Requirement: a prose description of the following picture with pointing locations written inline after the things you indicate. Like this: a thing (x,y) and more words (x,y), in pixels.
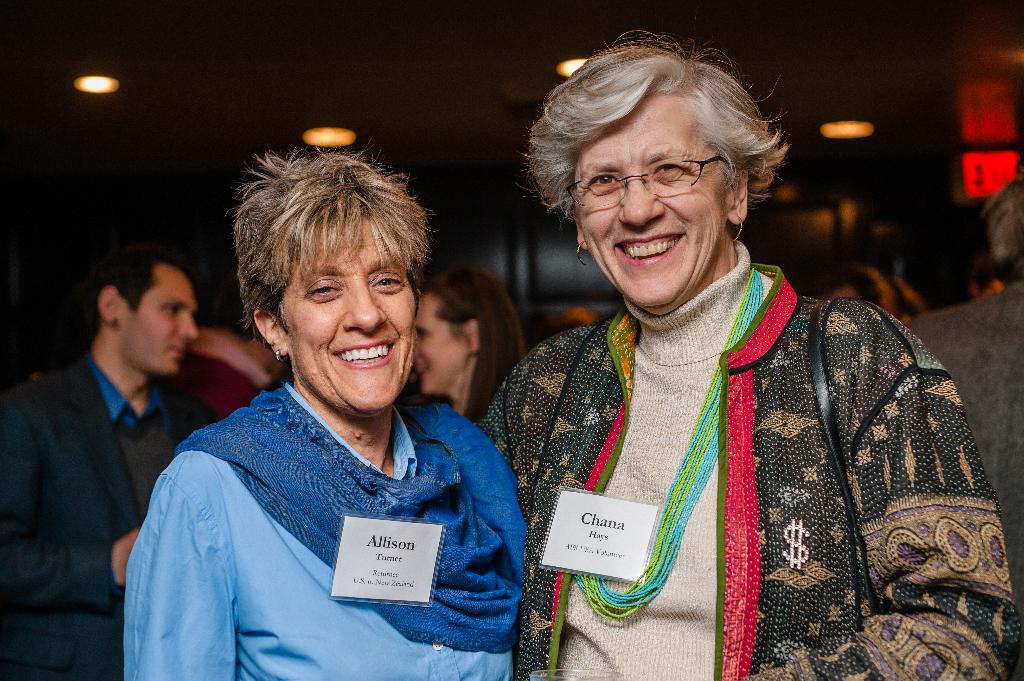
In this picture we can see there are two people (365,441) smiling and behind the people (441,503) there are groups of people (1008,286) standing on the path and there are ceiling lights (97,93) on the top (855,131).
